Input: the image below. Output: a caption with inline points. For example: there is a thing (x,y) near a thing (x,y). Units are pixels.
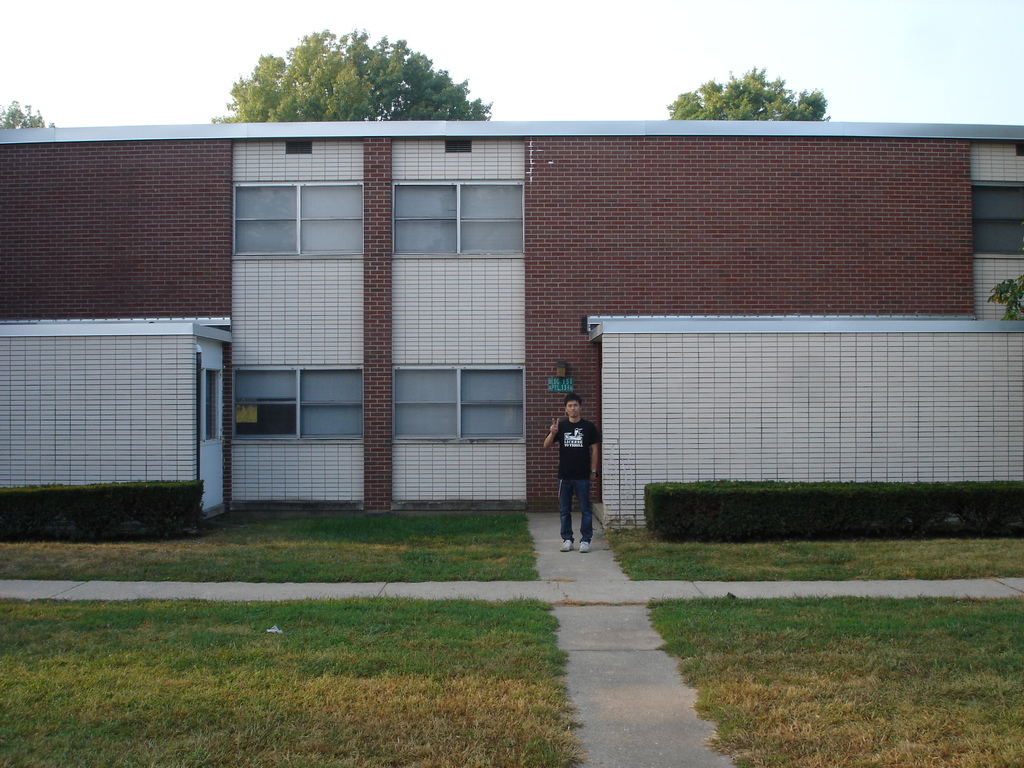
In this image we can see a person (580,505) wearing black T-shirt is standing here. Here we can see the grass (312,528), brick building (553,315) with glass windows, trees (743,115) and the sky (548,109) in the background (485,53).
